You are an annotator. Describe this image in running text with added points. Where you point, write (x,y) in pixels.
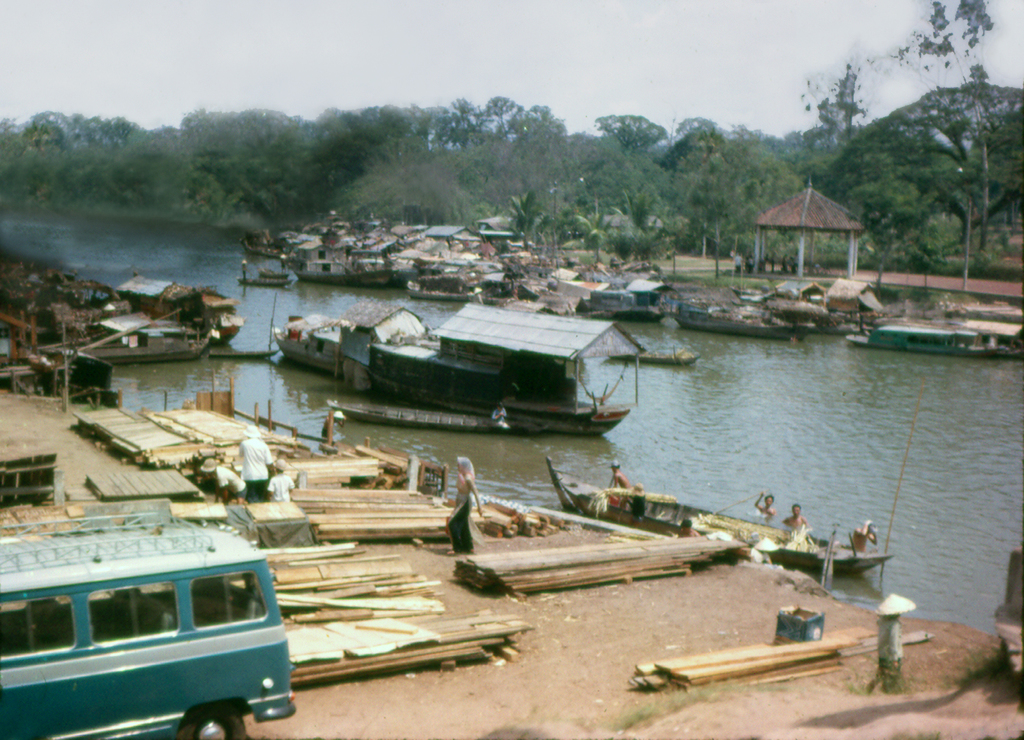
In this picture we can see a van (167,581), wooden planks (824,648), people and boats (544,401), in the background (722,430) we can see water (96,231) and trees (373,190).
